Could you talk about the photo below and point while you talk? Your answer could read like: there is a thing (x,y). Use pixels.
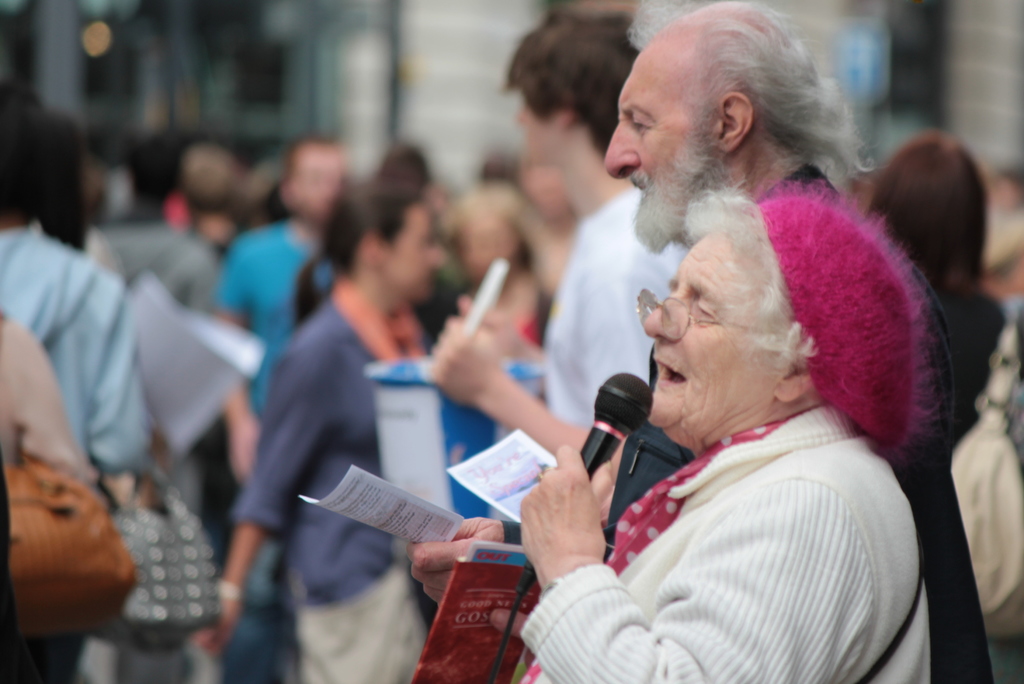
There is a woman (718,474) talking on mic (508,638) and holding a book (485,644) in her hand (509,625). In the background (42,412) there are few people (329,301) carrying handbags (57,614) and here a person (472,387) is holding bucket (438,396) in his hand (461,366) and a person (415,553) is holding paper (537,474) in his hand (430,558).
